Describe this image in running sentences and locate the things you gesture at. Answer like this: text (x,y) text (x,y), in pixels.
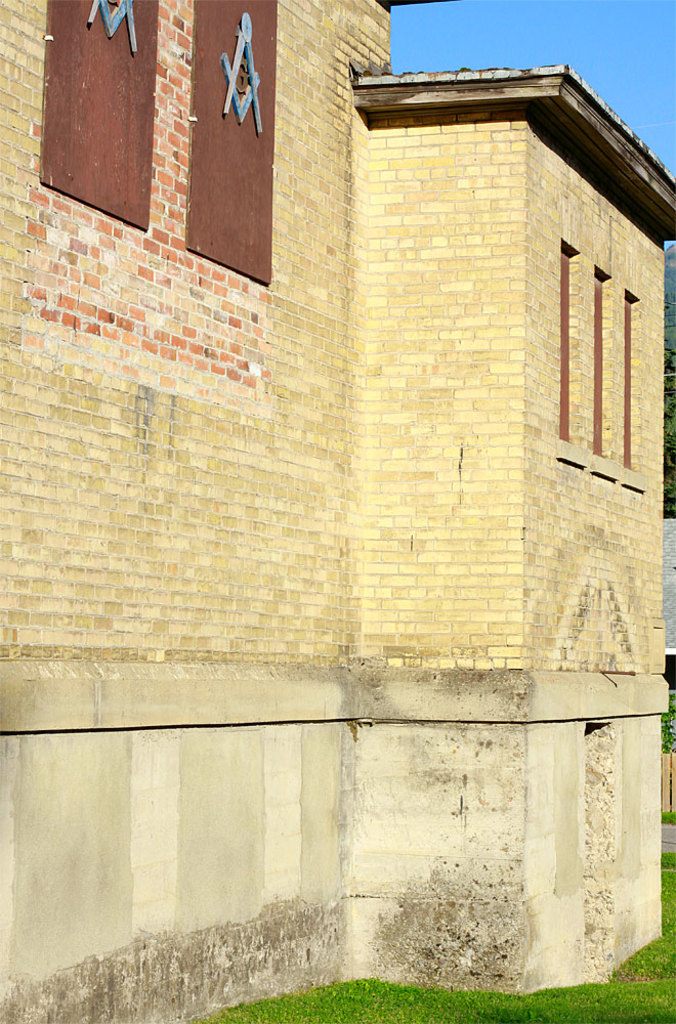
In this image we can see a building (466,420) with windows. We can also see some grass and the sky (588,52).
